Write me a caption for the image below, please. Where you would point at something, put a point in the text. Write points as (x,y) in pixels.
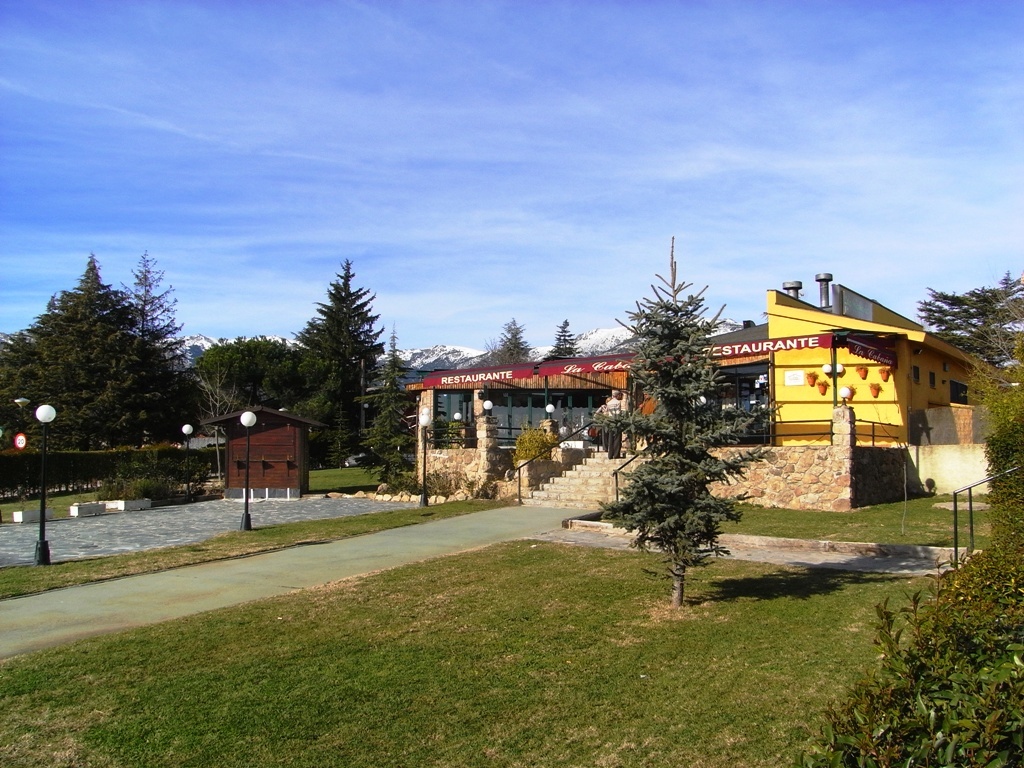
In this picture we can see the grass (572,600), path (346,552), shade (262,477), trees (381,397), poles (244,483), lights (249,413), building (767,344), banners (815,343), steps (627,459), walls (802,477) and in the background (668,49) we can see the sky (545,205) with clouds (536,249).
